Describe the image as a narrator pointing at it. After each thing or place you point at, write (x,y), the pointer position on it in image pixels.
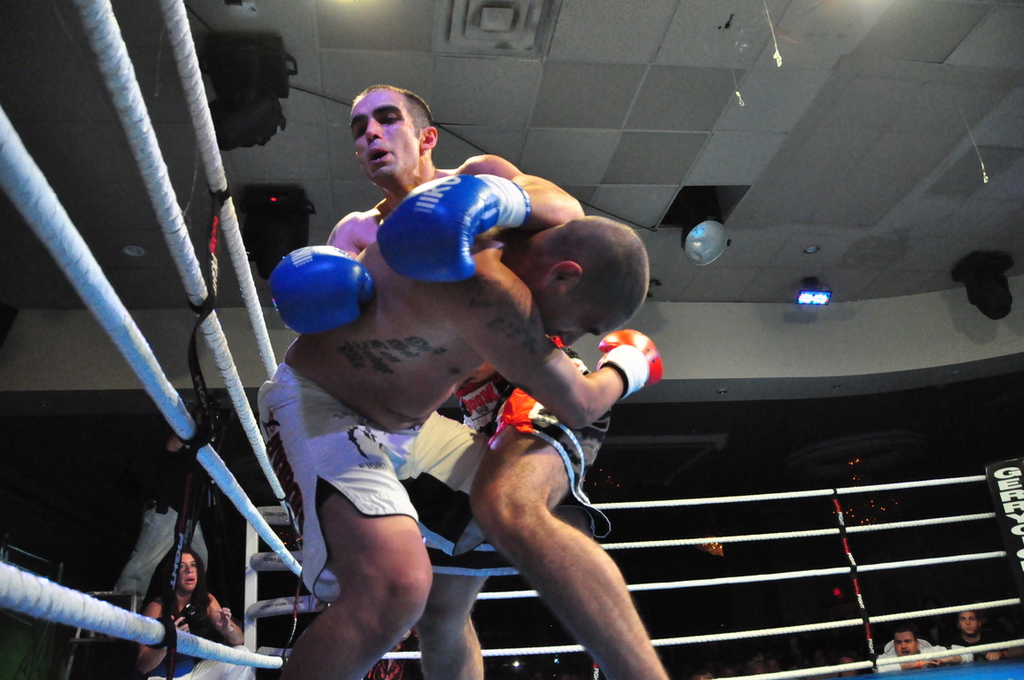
In the center of the image (440,304) we can see two persons (540,291) are doing boxing and wearing gloves (322,271). In the background of the image (945,512) we can see some persons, ropes (722,498). At the top of the image (659,88) we can see lights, roof (517,84), wall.
